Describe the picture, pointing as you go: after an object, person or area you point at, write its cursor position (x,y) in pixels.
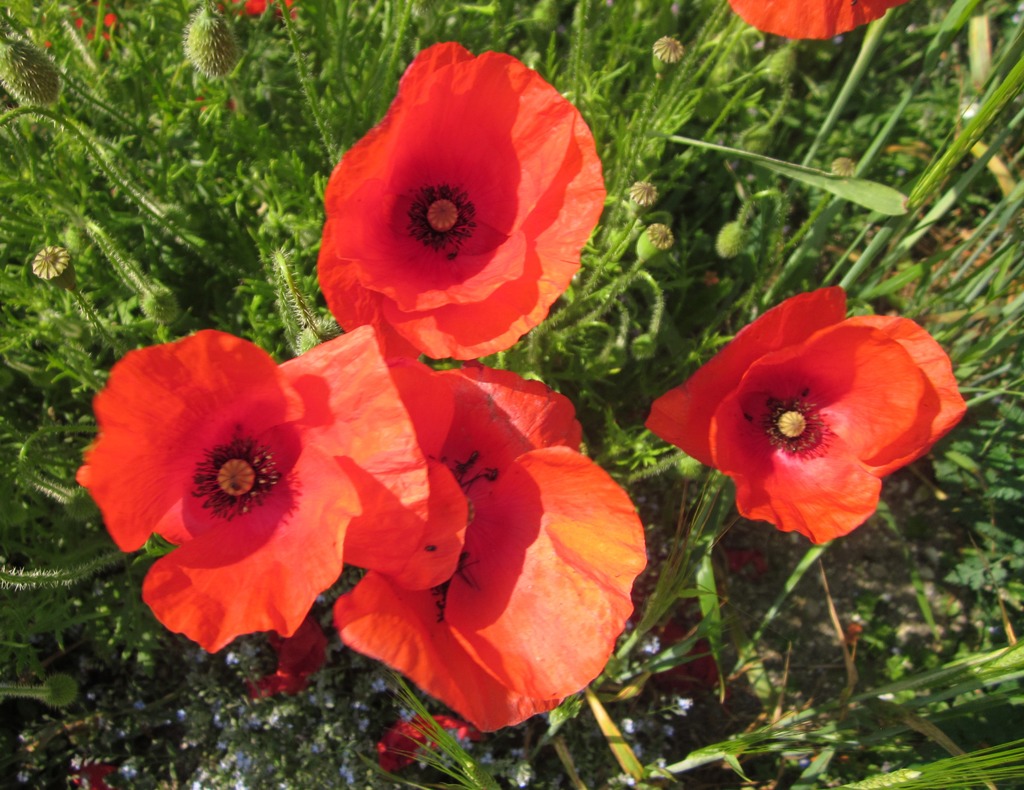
In this image there are flowers (784,450) and there are plants (139,91).
